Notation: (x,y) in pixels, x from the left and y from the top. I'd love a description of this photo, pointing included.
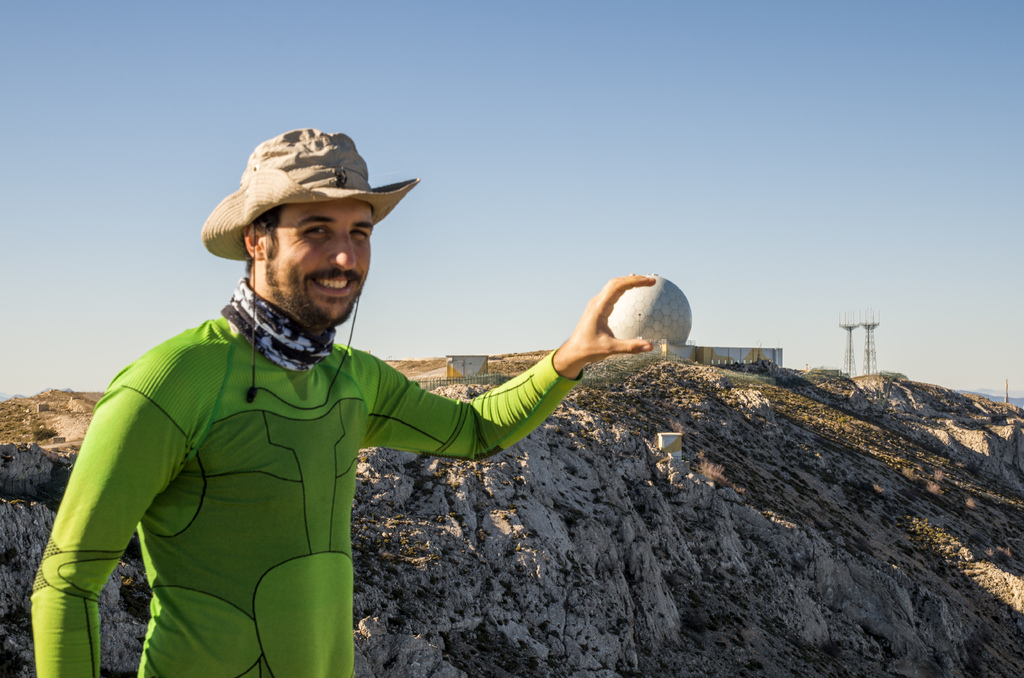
In the middle of the image (354,256) a person (345,224) is standing and smiling. Behind him there is a hill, on the hill (795,428) there are some buildings (740,361) and poles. At the top of the image (650,83) we can see the sky (291,20).
